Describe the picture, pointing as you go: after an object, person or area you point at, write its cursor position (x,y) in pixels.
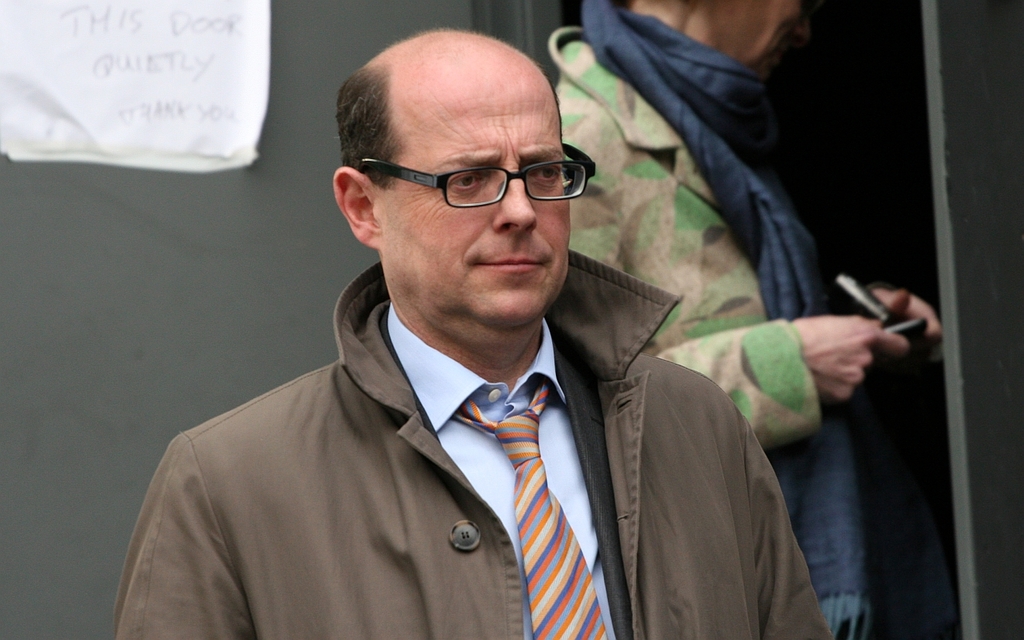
In this image there are people (630,406), wall (286,58), poster (4,28) and objects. Among them one person (529,353) wore a jacket (660,299) and spectacles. Another person (729,262) is holding objects (870,299).
